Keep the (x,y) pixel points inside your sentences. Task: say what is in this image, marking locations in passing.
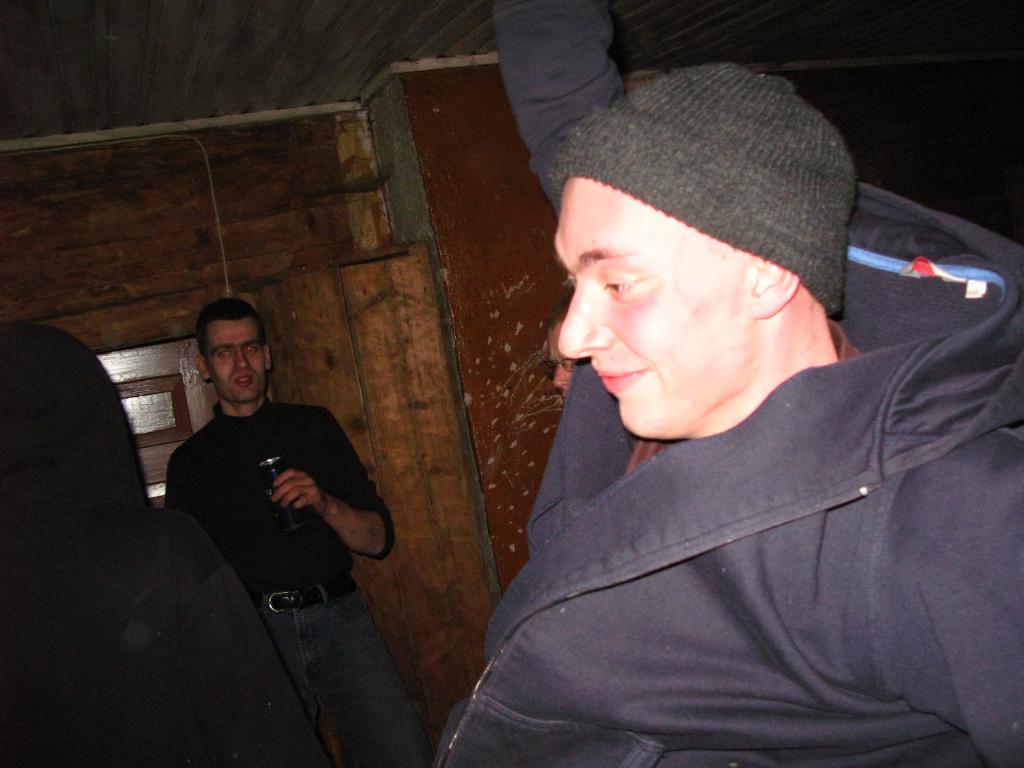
In this image we can see four persons (299,441) standing inside the house (253,252). In the background (302,249) we can see the wall (302,249) and at the top (239,76) there is a roof (347,39) for shelter.
